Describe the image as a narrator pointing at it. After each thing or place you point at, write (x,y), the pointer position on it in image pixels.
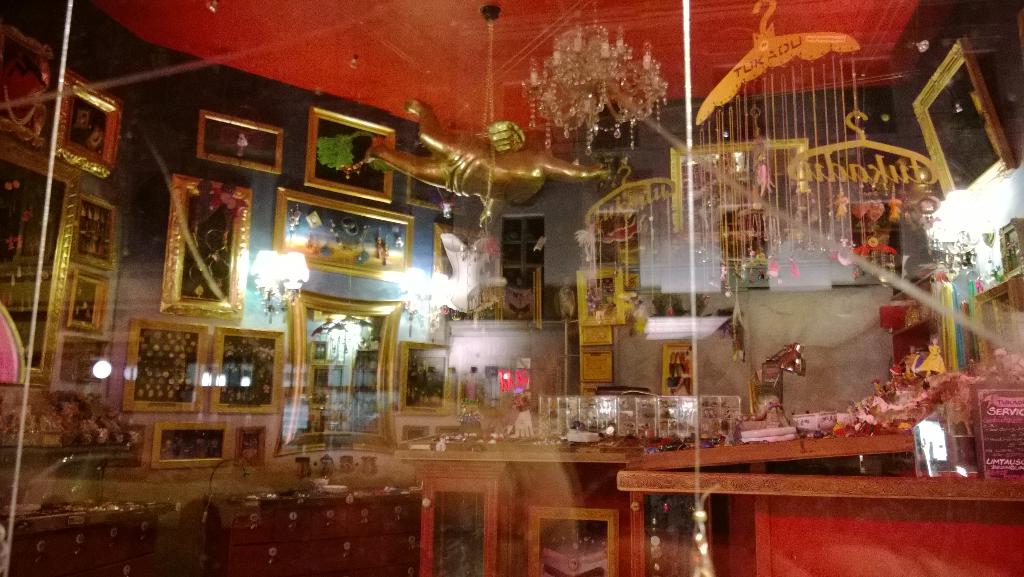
There is glass wall (809,344). Through the glass (629,364) we can see a wall (161,221). On the wall (172,172) we can see many photo frames (240,290) and lamps (409,282). Also there is a table (531,450). On the table (728,447) there are many items (588,432). And there are some boxes (278,526). On the ceiling (518,53) there is a chandelier (586,79) and many items (511,159) are hanged.
